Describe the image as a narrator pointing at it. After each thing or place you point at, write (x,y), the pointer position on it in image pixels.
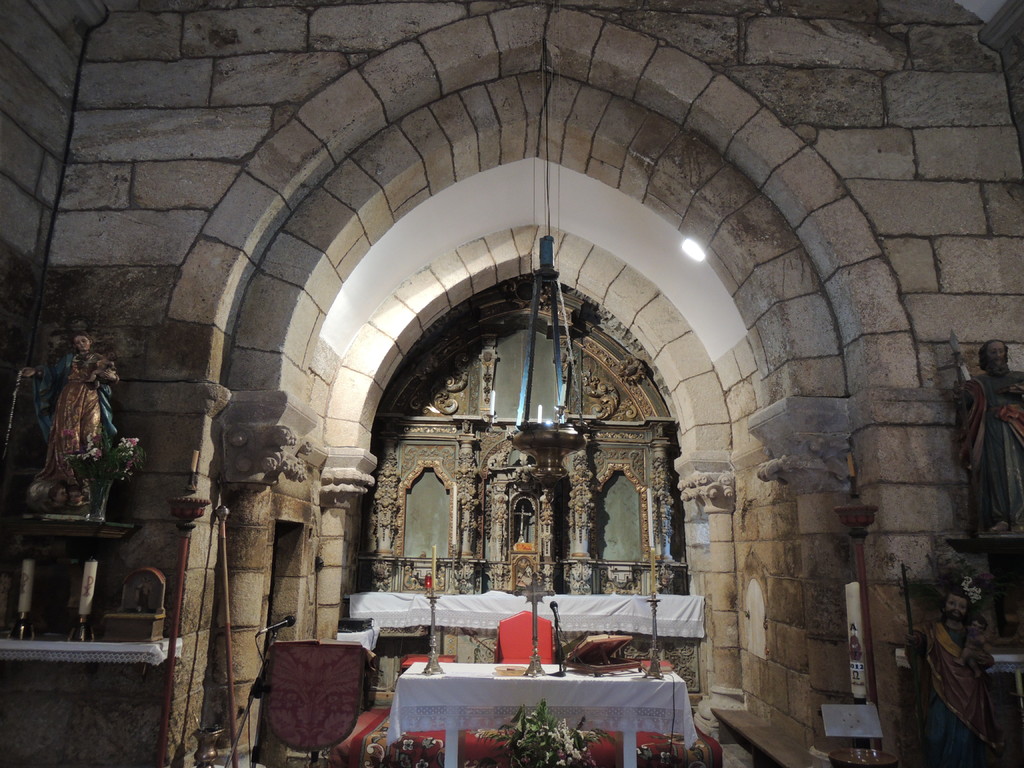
In the picture I can see the cathedral construction (116,44). I can see the statues (52,427) on the left side (54,443) and the right side (1006,386). I can see the table (486,683) which is covered with white color cloth (619,679) and there are candle stands (428,669) on the table (591,705). I can see the flowers (585,718) at the bottom of the picture (569,722). I can see the microphone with stand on the bottom left side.
